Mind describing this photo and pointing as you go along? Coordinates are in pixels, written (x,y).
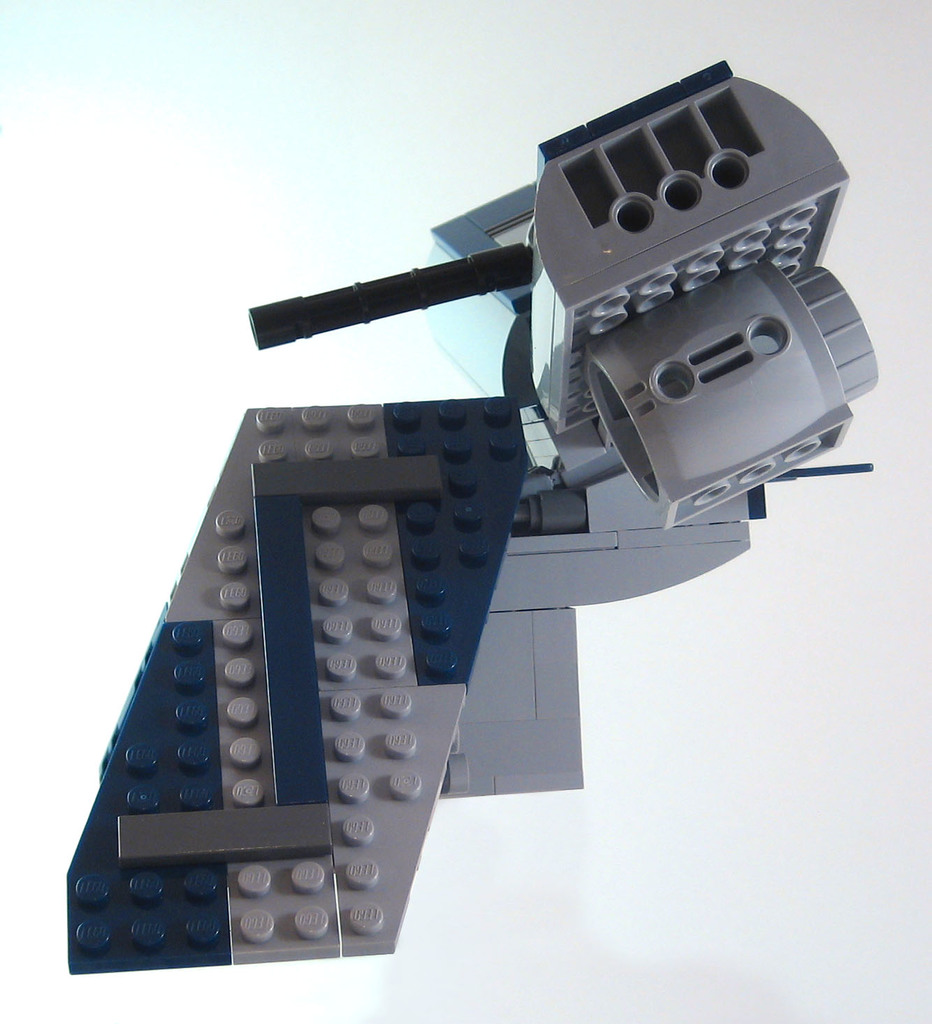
In this image we can see a grey and dark blue color toy (459,535).
